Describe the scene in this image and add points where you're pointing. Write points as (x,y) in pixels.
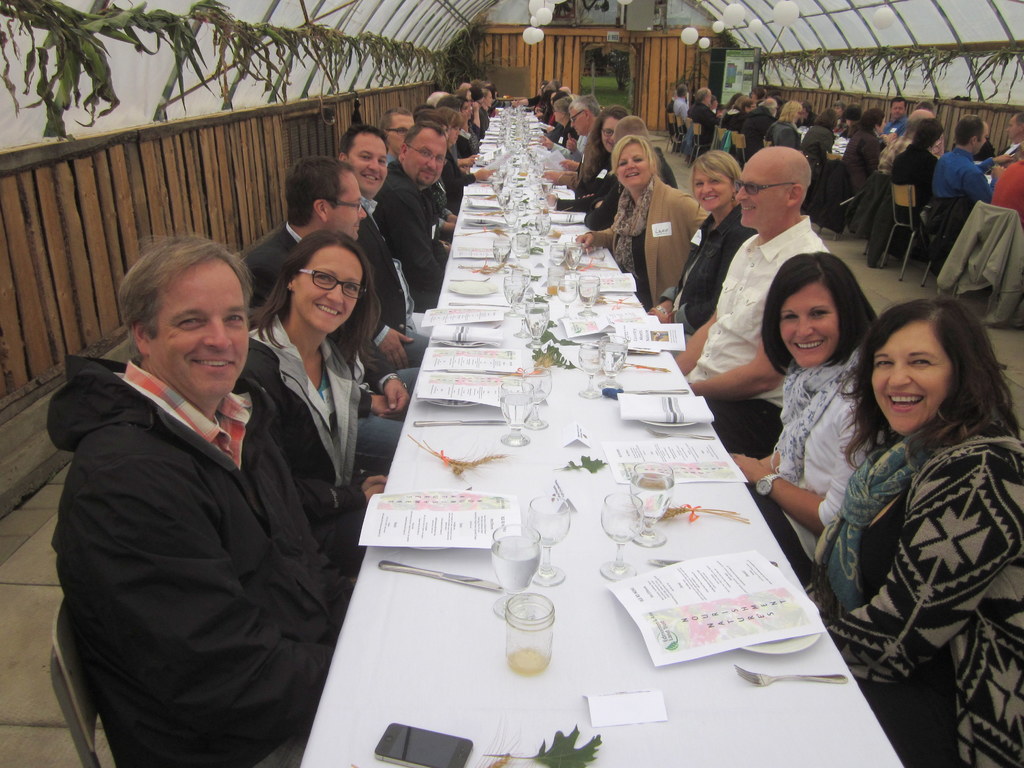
There are many people (582,193) sitting around the table (546,277). On the table (466,452) there are papers (435,500), glasses (535,415), knife (463,576), mobile phone (429,736), leaf (559,748), plates (798,646). Behind them there is a wooden wall (510,43). There are lamps (720,22) on the ceiling (766,14). And there is an entrance (624,70). On the right side (819,133) also some people (848,119) are sitting around the table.
